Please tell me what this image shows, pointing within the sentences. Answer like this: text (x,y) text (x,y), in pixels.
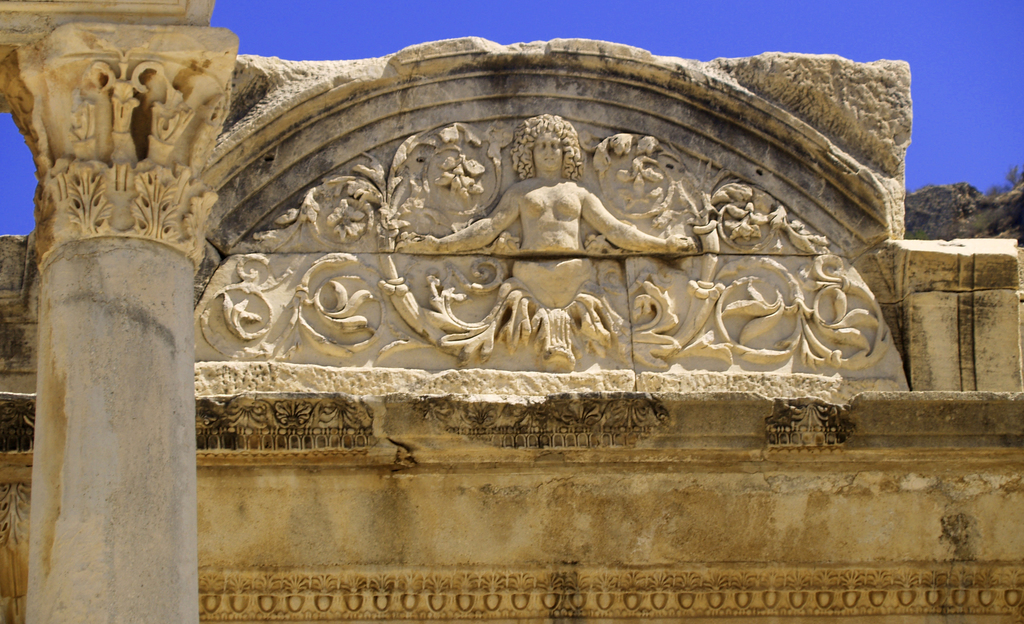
In this picture we can see carvings (81,145) on a pillar (200,245) visible on the left side (84,217). We can see a few carvings (767,316) on the wall (567,288). Sky (995,141) is blue in color.
